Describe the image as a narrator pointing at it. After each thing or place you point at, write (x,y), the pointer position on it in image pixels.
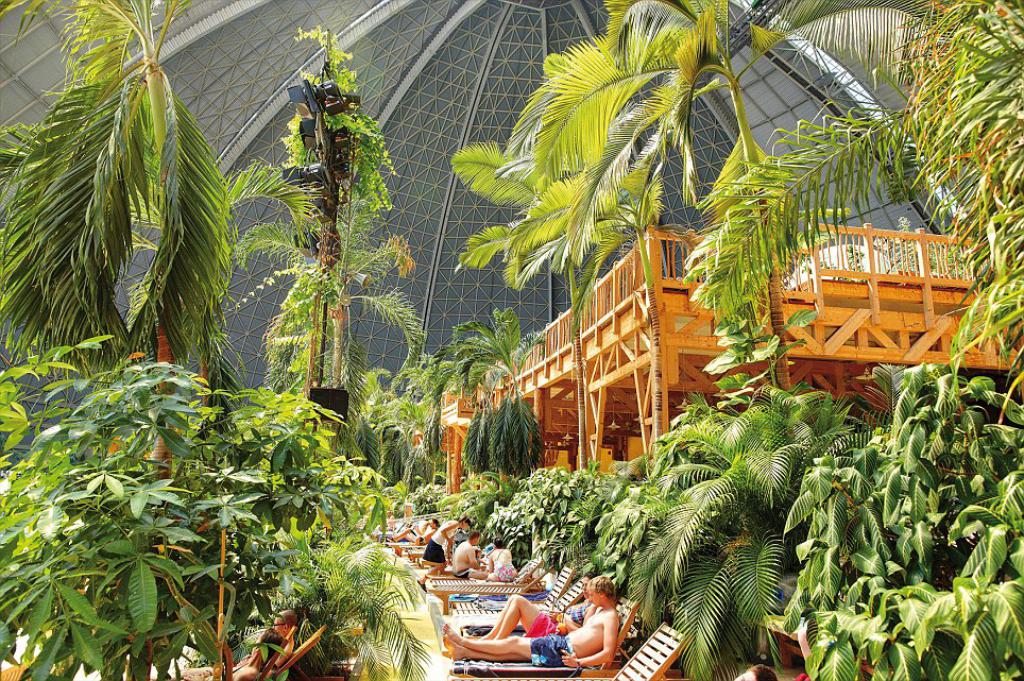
In this image there is a woman (440,543) walking, there are a group of persons (505,651) sitting on the wooden objects (509,583), there are trees (728,514) towards the right of the image (978,413), there are trees (156,338) towards the left of the image (174,333), there is a wooden object (905,305) towards the right of the image (903,278), there is a roof (558,40) towards the top of the image (475,72).
